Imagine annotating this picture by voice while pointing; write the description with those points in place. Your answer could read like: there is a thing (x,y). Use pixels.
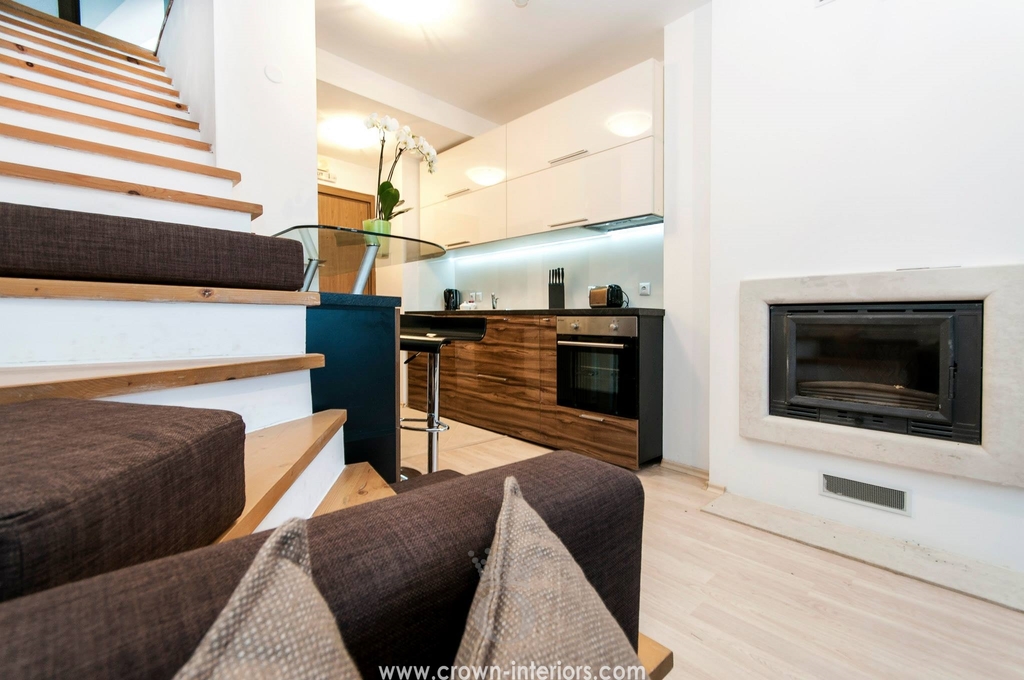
On the left side (173,258) there are steps (247,485), sofas (391,515) and pillows (500,646). Near to that there is a table (363,242). On that there is a pot (375,222) with flowers (383,204). In the back (488,310) there is a platform (523,315) with drawers (544,370). On that there are many items (557,293). On the wall (638,245) there is a cupboard (561,188). On the ceiling (452,78) there are lights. At the bottom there is a watermark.
